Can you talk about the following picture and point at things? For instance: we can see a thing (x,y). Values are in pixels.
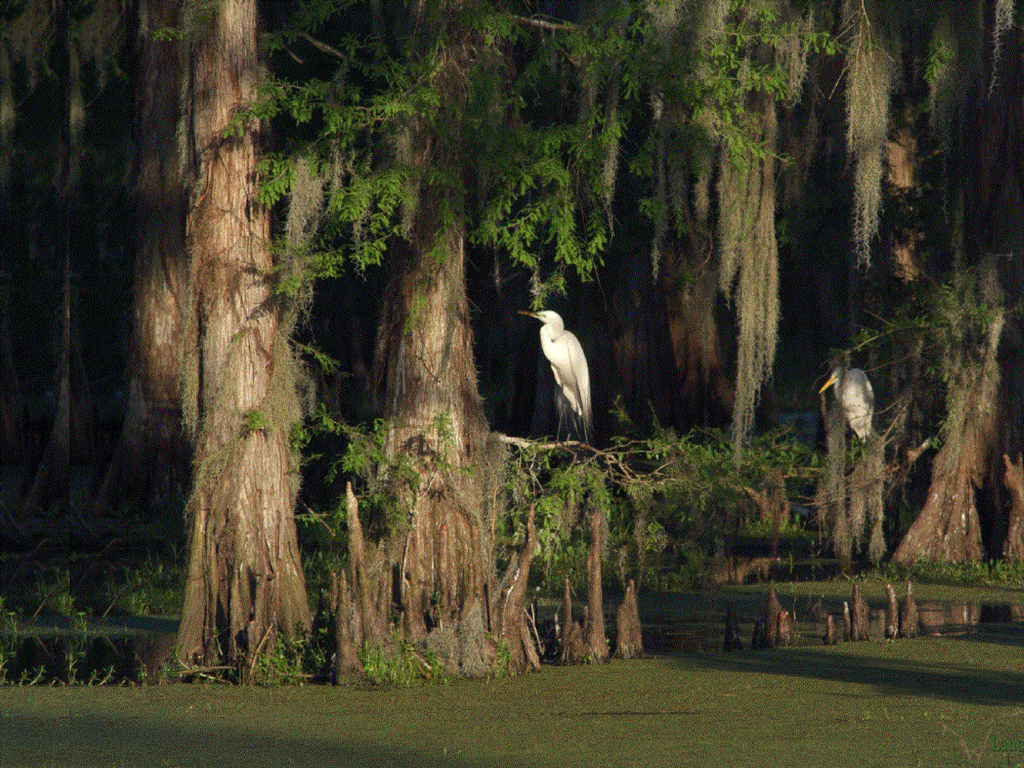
In the image there are trees (467,434). On the tree branches (653,470) there are cranes (582,423) standing. The bottom of the image (388,691) is green in color.
